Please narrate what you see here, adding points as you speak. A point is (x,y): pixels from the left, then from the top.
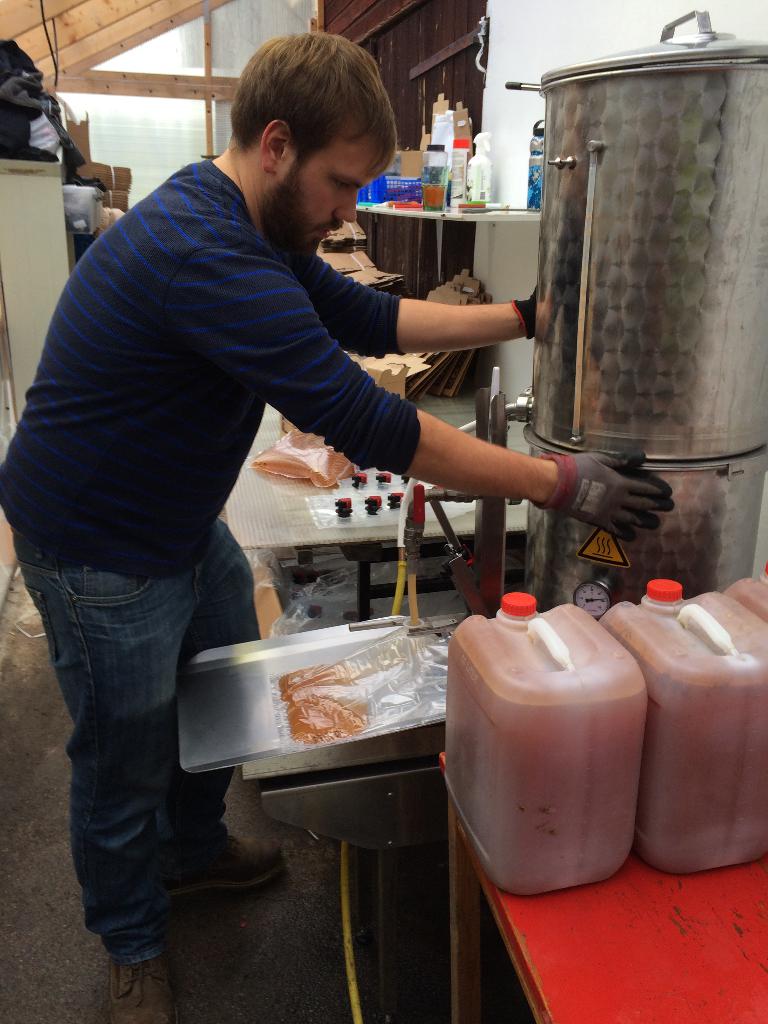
In this image I can see the person (127,444) wearing the black and blue color dress (135,452). In-front of the person (137,445) I can see the steel container (548,362) and I can see cans (558,754) on the red color table (515,926). To the left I can see bottles (437,187) and some objects (286,447) can be seen. In the background (44,156) I can see black color cloth (17,118) and the cream color object (37,164) in the back (41,197).
